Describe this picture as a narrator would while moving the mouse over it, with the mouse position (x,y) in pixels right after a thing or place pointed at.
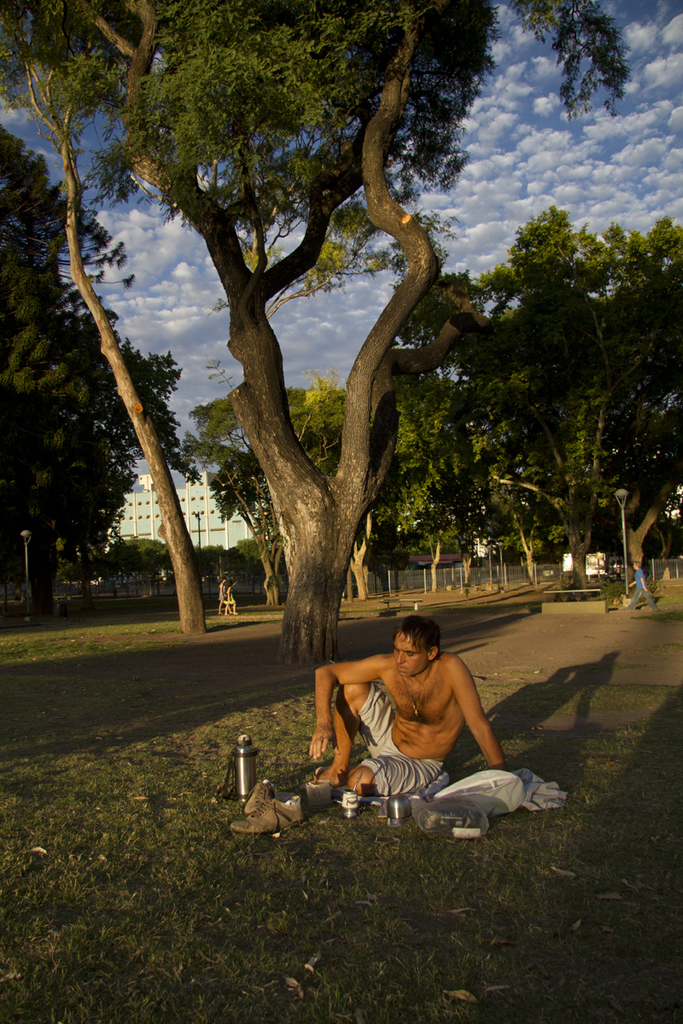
There is a person (393,759) sitting on the ground (280,782) and there are few clothes (488,791), pair of shoes (261,812) and few kitchen utensils (323,791) in front of him and there are trees (377,493) and buildings (214,500) in the background (212,513).
